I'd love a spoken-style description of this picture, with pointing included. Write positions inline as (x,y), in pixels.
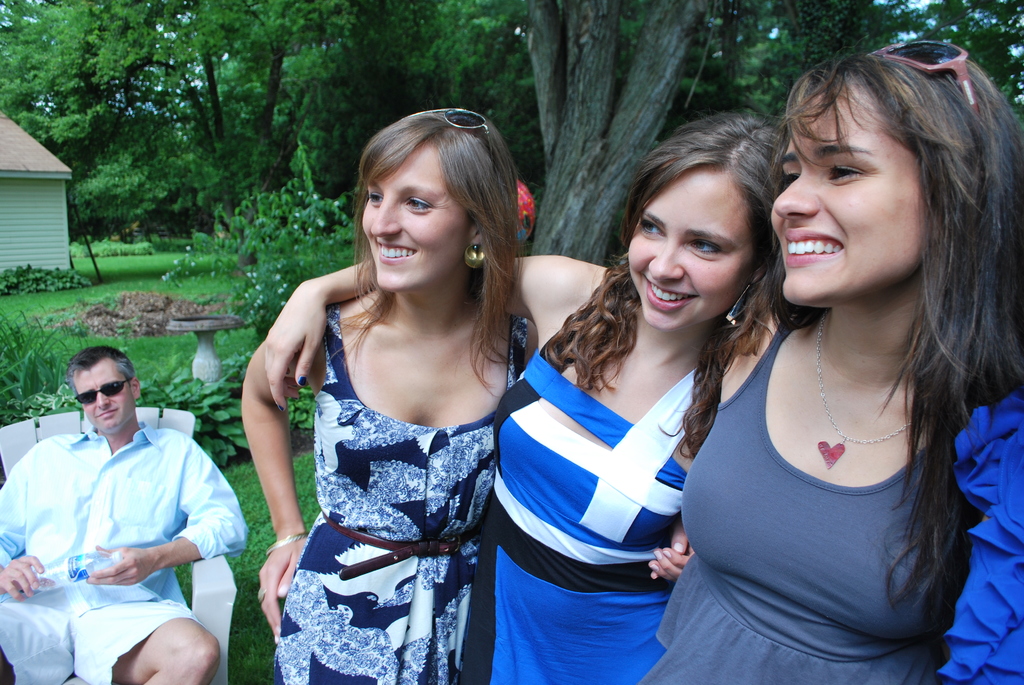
On the right side of the image (866,360) we can see three people (569,493) are standing and they are smiling. Among them, we can see two persons (439,484) are wearing glasses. On the left side of the image (140,480), we can see a person (78,546) is sitting on the chair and he is holding a water bottle (73,569). And we can see he is wearing glasses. In the background (374,113), we can see trees (748,58), plants (190,381), grass (240,349), one house (13,218), one red color object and one ash color object (204,373).
